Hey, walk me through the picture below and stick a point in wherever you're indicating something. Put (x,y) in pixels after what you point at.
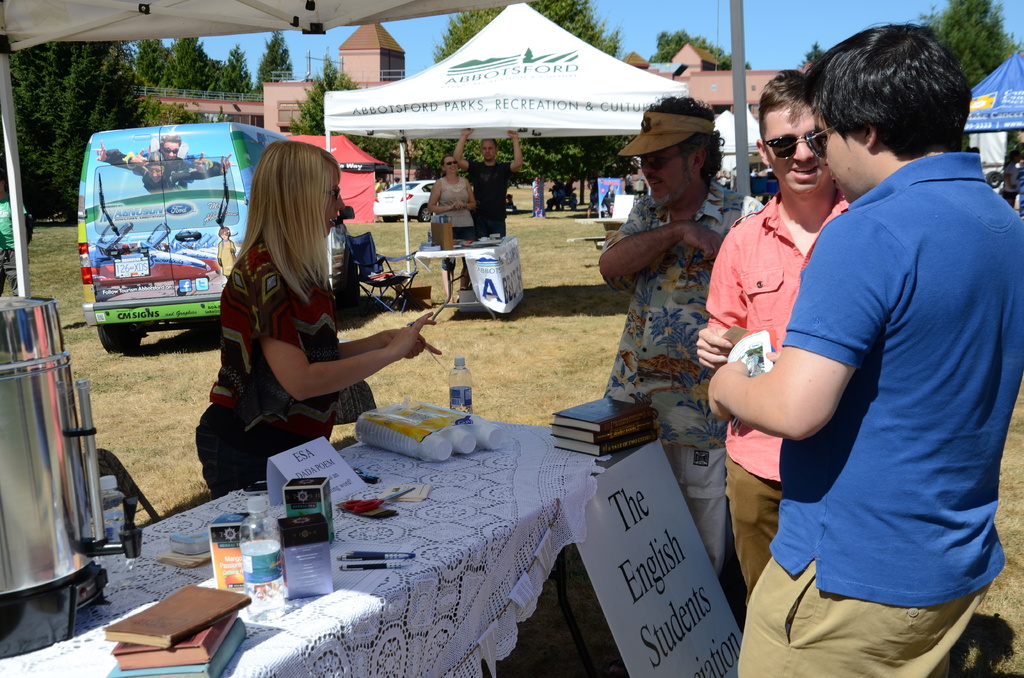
In this picture we can see stalls (404,190) and people (363,340). In front of the people (415,331), there are tables (327,647). At the bottom of the image (184,606), there are books (197,610), bottles (246,550), pens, name plate (345,481), a machine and other things (327,494) on the table (552,490). On the right side of the table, there is a board (646,584). Behind the people (279,270), there are vehicles (202,207), trees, buildings (312,80) and the sky (679,16).
